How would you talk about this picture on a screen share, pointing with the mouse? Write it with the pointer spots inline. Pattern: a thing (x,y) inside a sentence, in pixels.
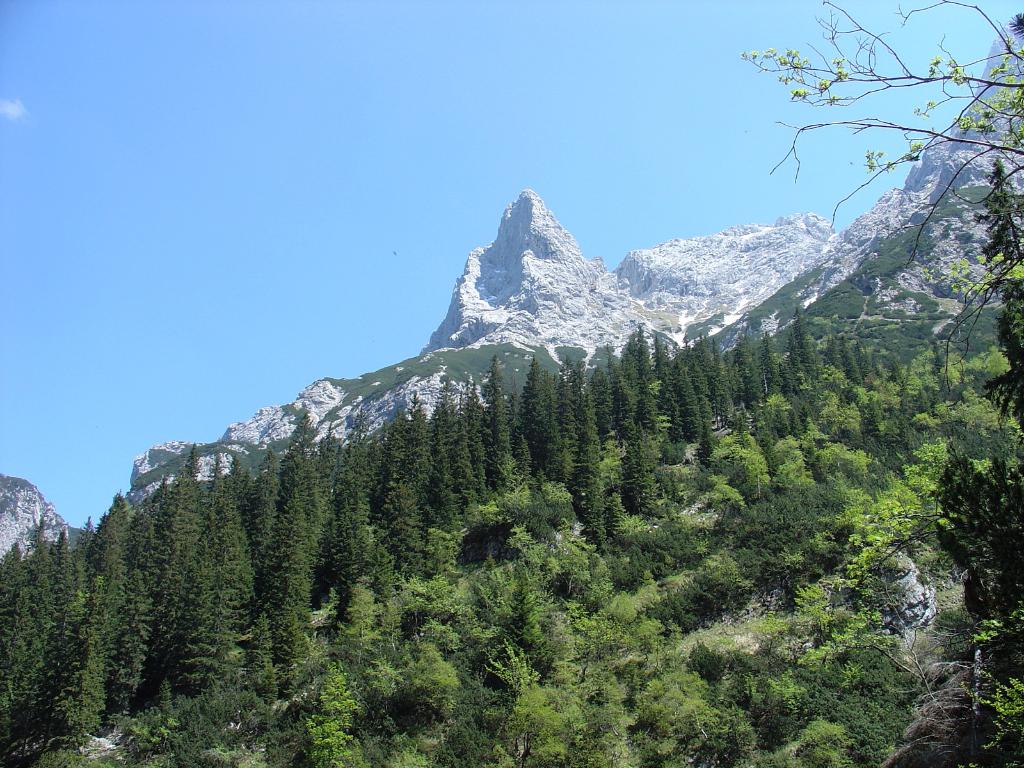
In this picture I can see trees (577,497) and mountain (563,361). In the background (285,215) I can see the sky (248,229).
